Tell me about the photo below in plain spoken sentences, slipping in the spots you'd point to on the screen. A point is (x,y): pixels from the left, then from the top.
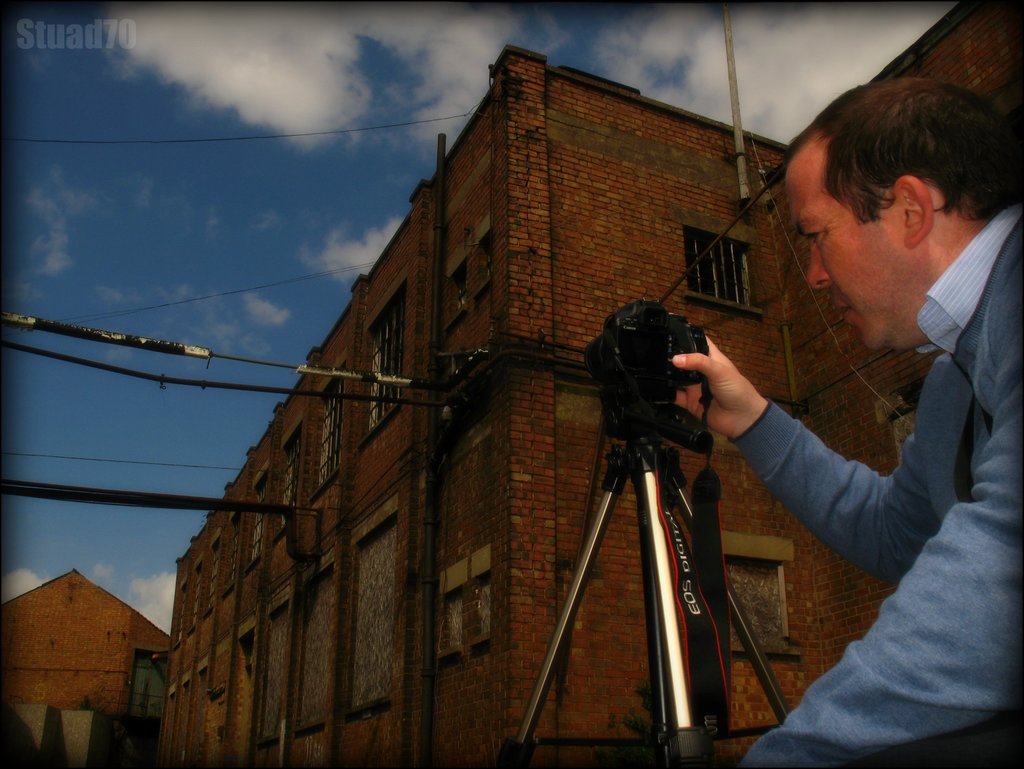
As we can see in the image there is a sky (190,208), clouds (389,21), building (392,357) and a man (944,449) holding camera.
